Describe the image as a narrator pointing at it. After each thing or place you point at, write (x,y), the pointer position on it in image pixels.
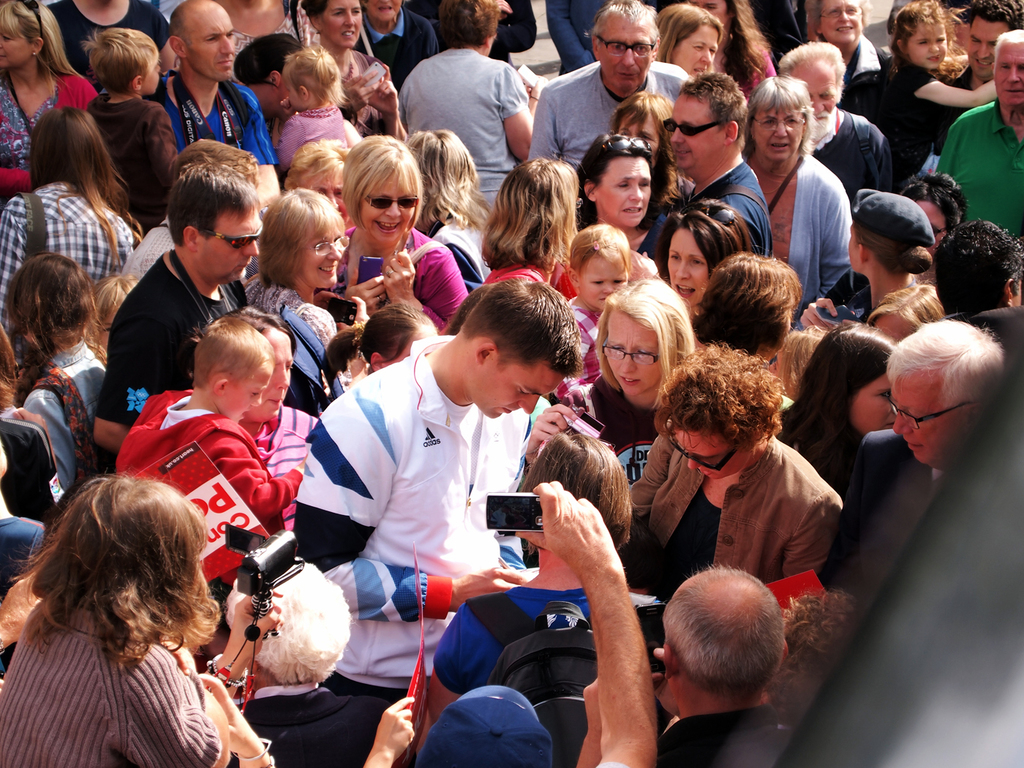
In this picture we can see a group of people (442,127) standing and some people (379,207) holding the objects (222,487).
